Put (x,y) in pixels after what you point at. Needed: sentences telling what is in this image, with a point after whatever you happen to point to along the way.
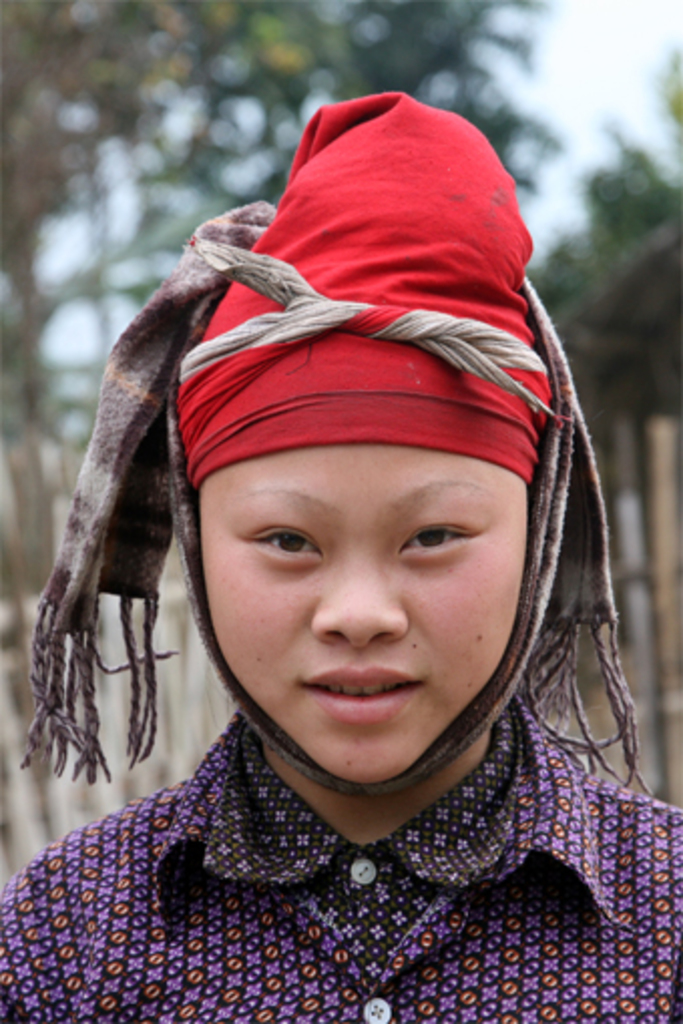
In this image we can see a person (353,521). In the background (163,153) there are sky (557,218) and trees (412,73).
